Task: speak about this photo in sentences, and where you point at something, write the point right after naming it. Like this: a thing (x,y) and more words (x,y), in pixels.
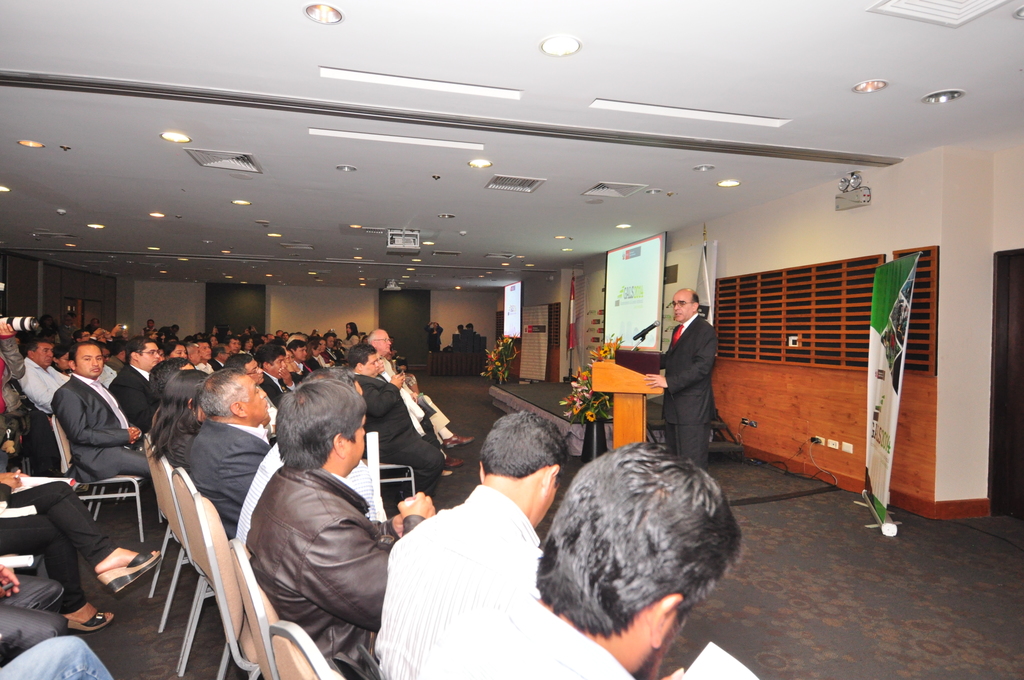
In this image, there are many people (709,427). Among them, some people (348,460) are sitting and a person (714,356) is standing. We can see the ground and a podium (632,389) with the microphone (641,336). We can see some screens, boards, flowers (571,412) in some objects (588,433). We can also see the wall (826,340) and the roof (428,170) with some objects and lights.
